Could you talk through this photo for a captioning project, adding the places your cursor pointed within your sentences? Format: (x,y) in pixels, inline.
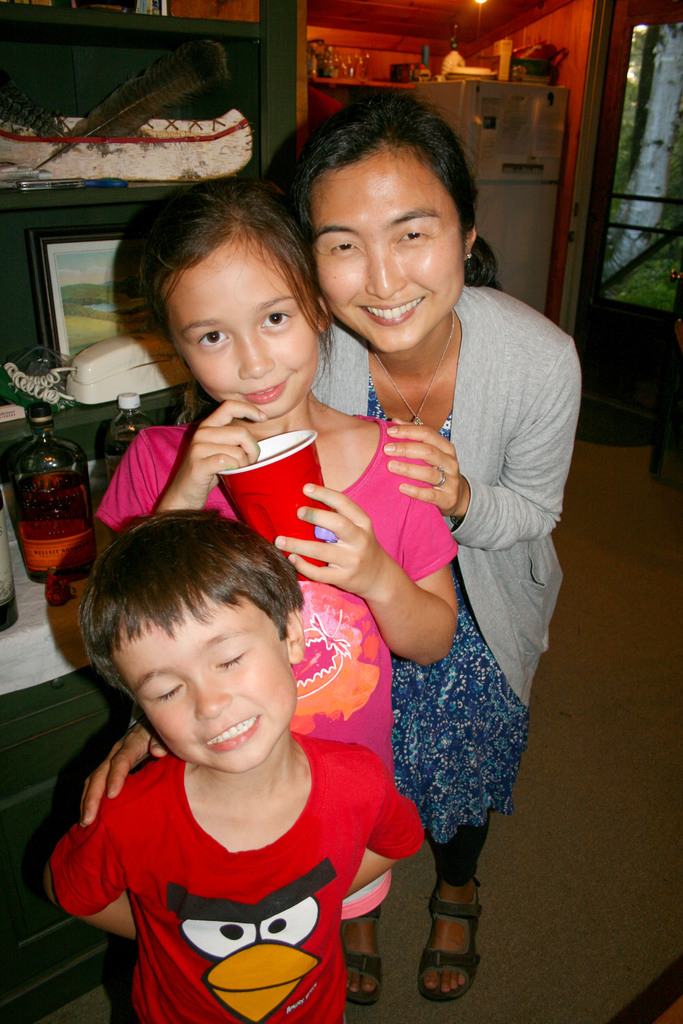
In the background (602,112) we can see a door (682,215) and objects (500,63) on the refrigerator (500,143). Here we can see people (398,475) standing and smiling. Here we can see a girl (347,552) is holding a red glass (287,518). Behind to them we can see telephone (60,393), frame (112,243), bottles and other objects (86,147). At the top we can see a light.
